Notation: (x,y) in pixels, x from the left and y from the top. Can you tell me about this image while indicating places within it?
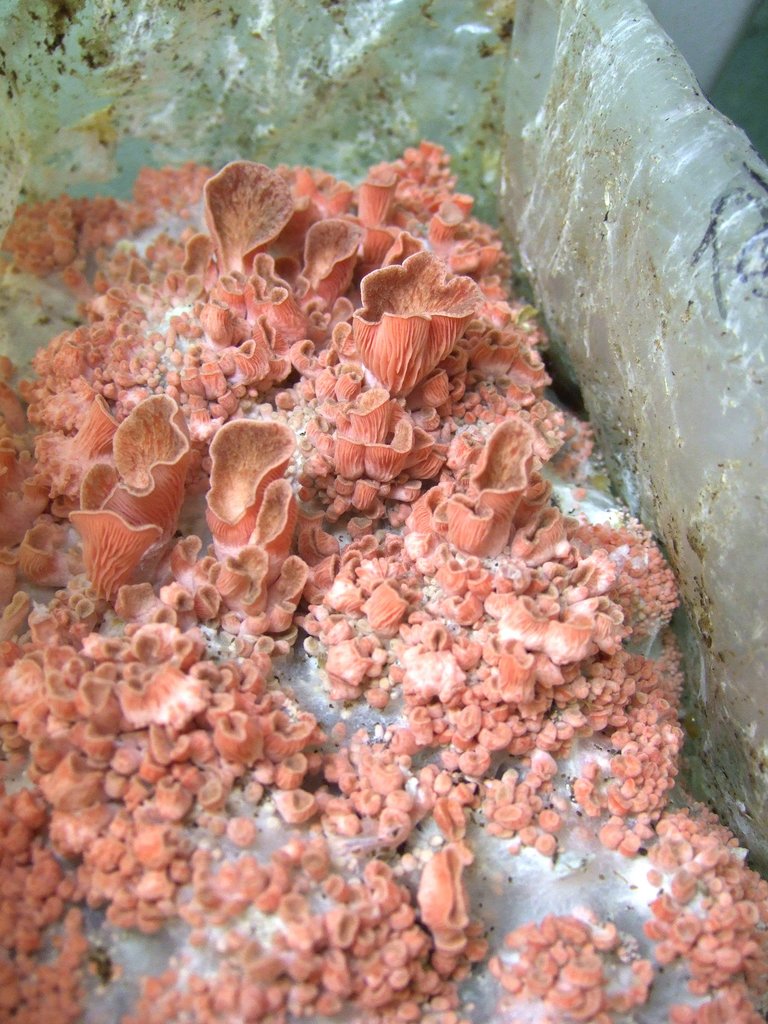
This image consists of a pink mushroom cluster (561,644). It looks like it is kept in a plastic bag (444,91).
